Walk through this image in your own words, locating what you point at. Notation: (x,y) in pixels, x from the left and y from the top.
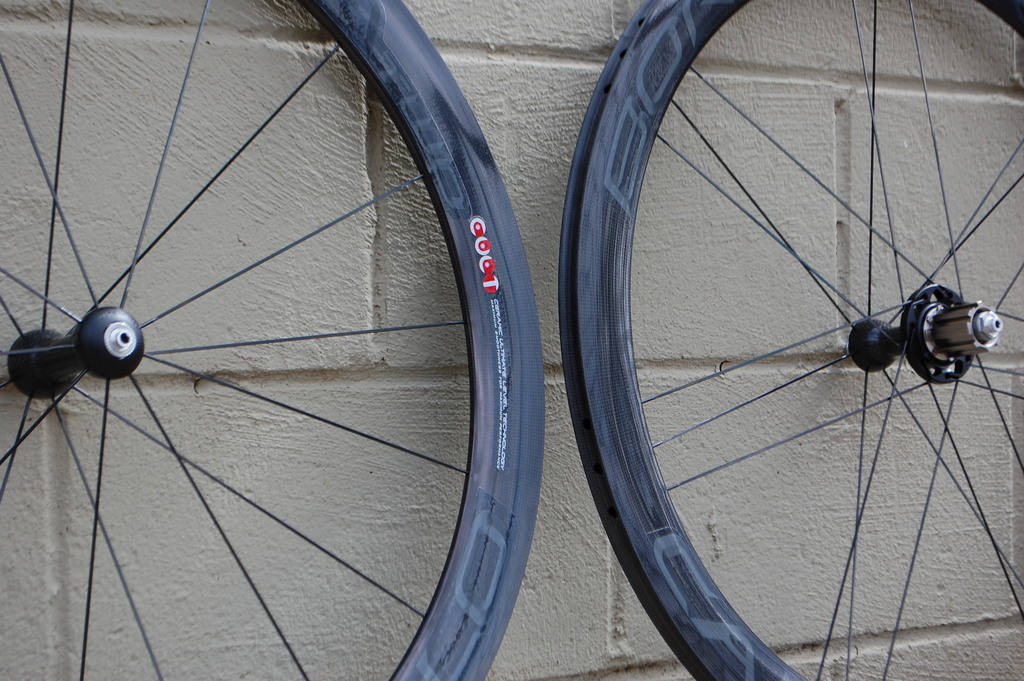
In this image I can see two wheels (624,551). I can see the cream color background (318,148).
